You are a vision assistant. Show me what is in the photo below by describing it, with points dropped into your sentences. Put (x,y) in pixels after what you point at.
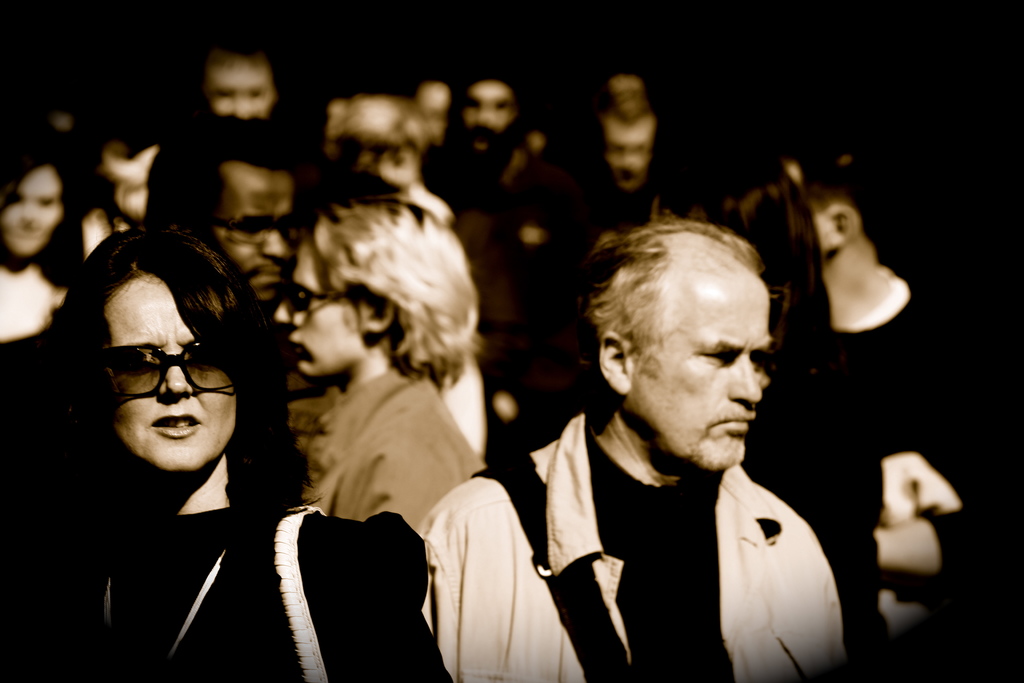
In this picture there are group of people (717,344). At the back (955,79) there is a black background (961,83).
